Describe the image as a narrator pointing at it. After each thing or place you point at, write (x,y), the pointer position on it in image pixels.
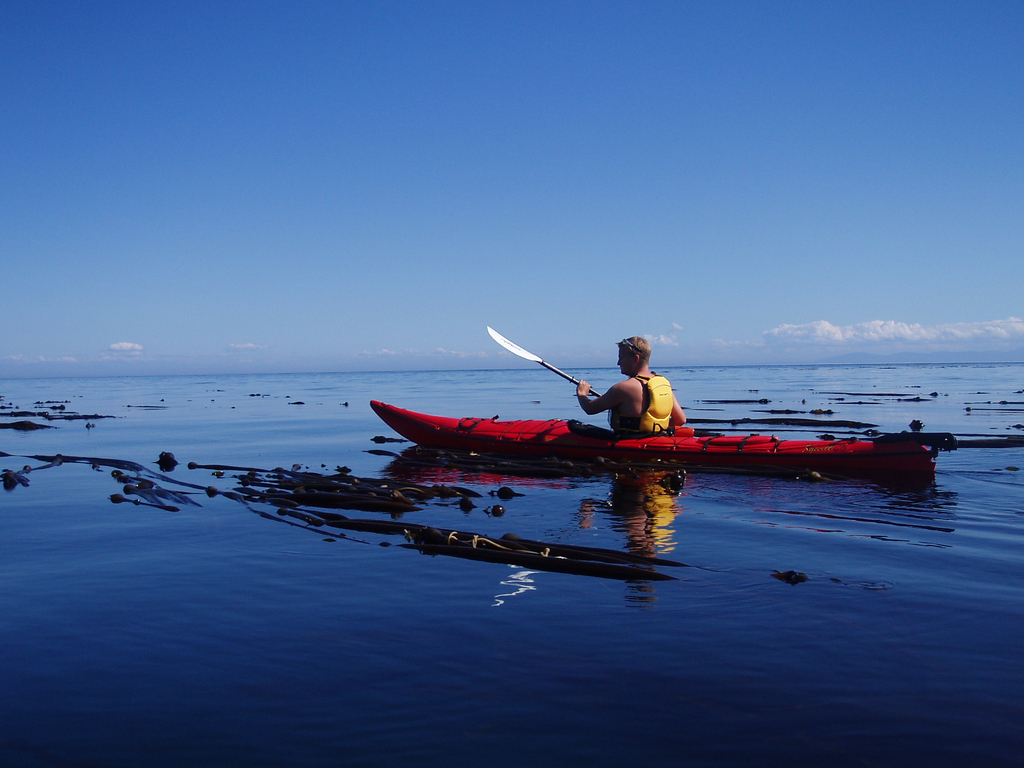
This picture is clicked outside the city. In the center (633,399) there is a person (617,415) riding a red color kayak (590,451) and we can see there are some items (472,556) in the water body (217,411). In the background (536,245) there is a sky (508,211).
